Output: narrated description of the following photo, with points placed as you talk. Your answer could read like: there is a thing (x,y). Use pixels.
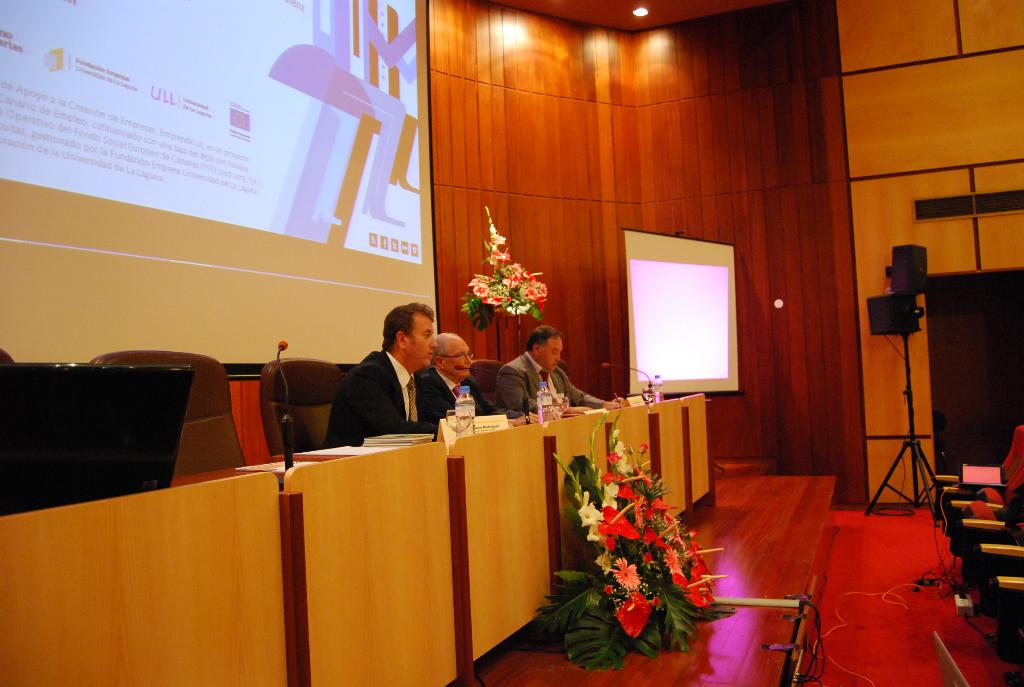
In this picture we can see a screen (409,225), flower bouquets (661,613), objects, speaker (891,330), stand (911,444), chairs (1007,481), light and wires (823,666). On the left side of the picture (331,301) we can see the projection of screen (236,357) on the wall (620,387). We can see the people (415,385) are sitting on the chairs (332,397). On a table (661,422) we can see bottles (658,377), objects (644,401) and microphones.
